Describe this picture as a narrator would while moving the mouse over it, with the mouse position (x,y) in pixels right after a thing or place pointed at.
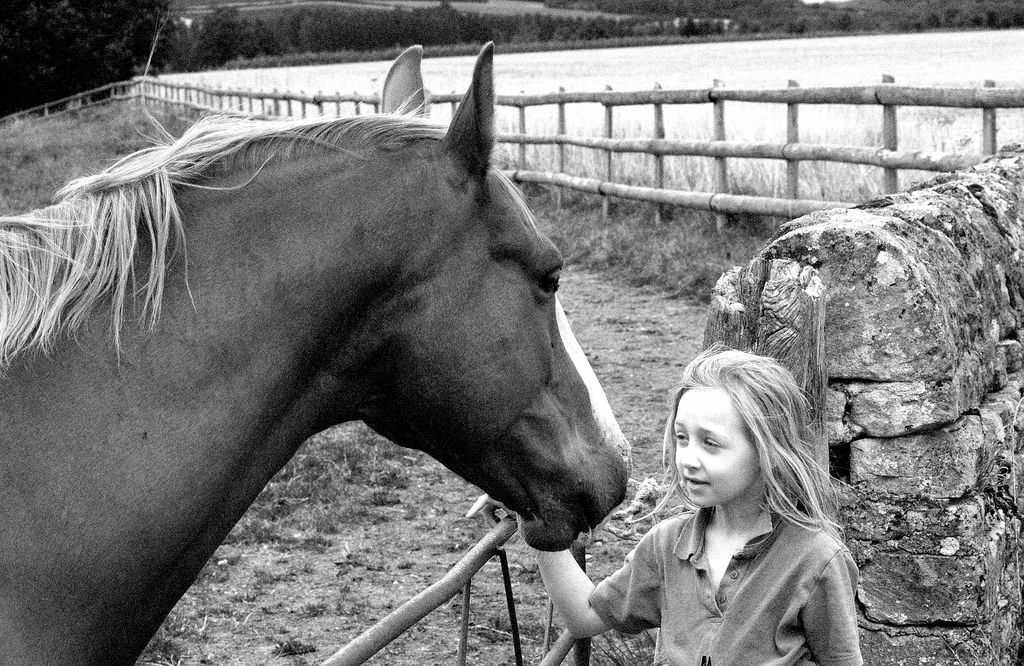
In this picture we can see horse (240,291) and the girl (717,473) is touching the horse (444,276). In the background (747,65) we can see grass (644,58) and couple of trees (218,34).
